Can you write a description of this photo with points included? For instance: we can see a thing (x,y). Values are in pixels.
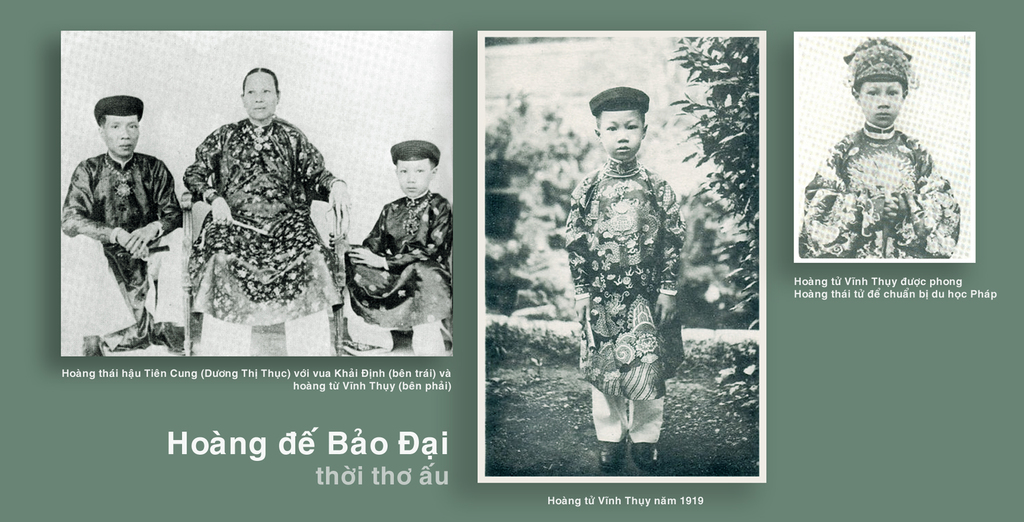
In this image we can see a black and white collage pictures of a person's (641,223).
